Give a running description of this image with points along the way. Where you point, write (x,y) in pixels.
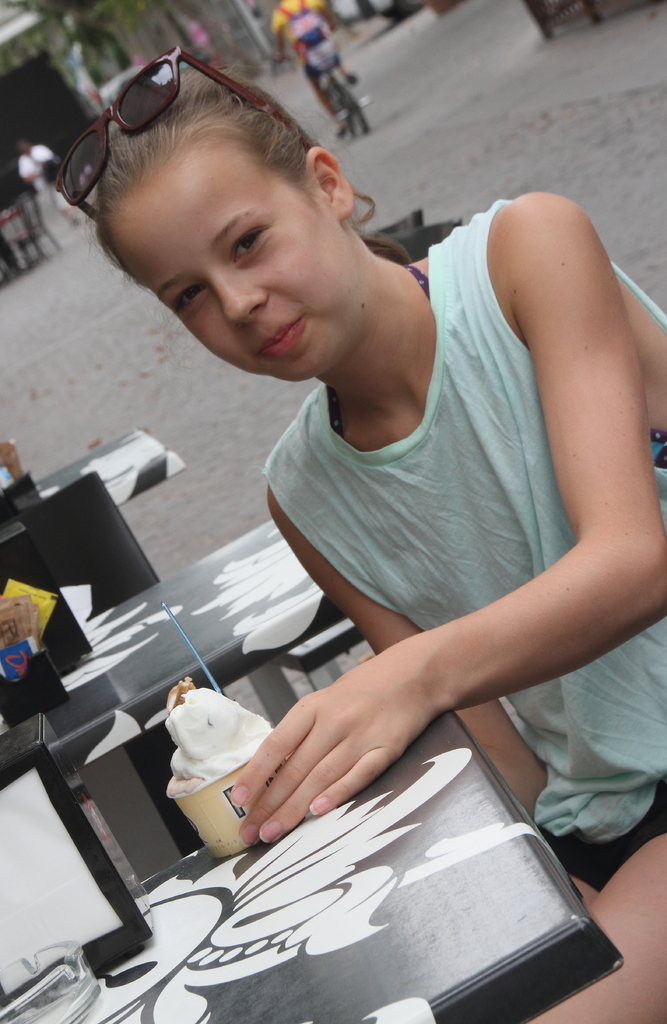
In the picture I can see a girl (646,558) and I can see the goggles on her head (132,232). I can see the tables (73,476) and chairs (106,495) on the floor (91,447). I can see an ice cream cup (261,731) on the table (357,882). There is a person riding a bicycle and the person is at the top of the picture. I can see another person (22,169) on the top left side of the picture (35,169).
